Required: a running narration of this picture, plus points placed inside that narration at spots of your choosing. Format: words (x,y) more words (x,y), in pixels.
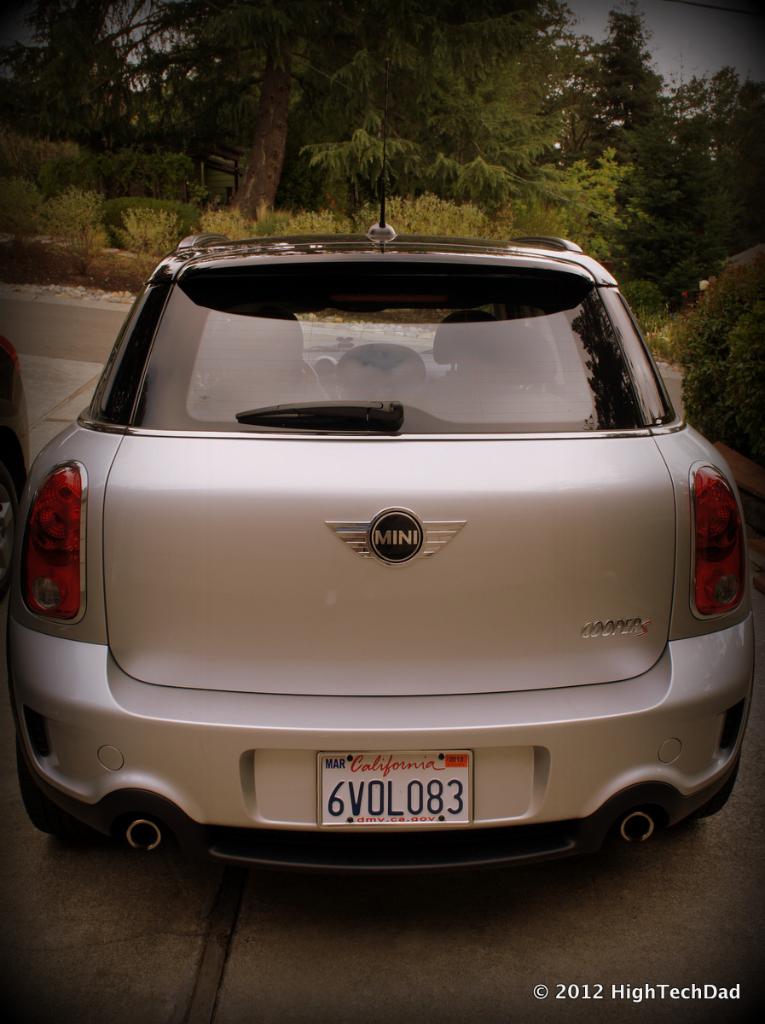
In the image there is a silver color car (429,669) on the side of road (111,969) with many trees (320,146) and plants (726,271) in front of it.
